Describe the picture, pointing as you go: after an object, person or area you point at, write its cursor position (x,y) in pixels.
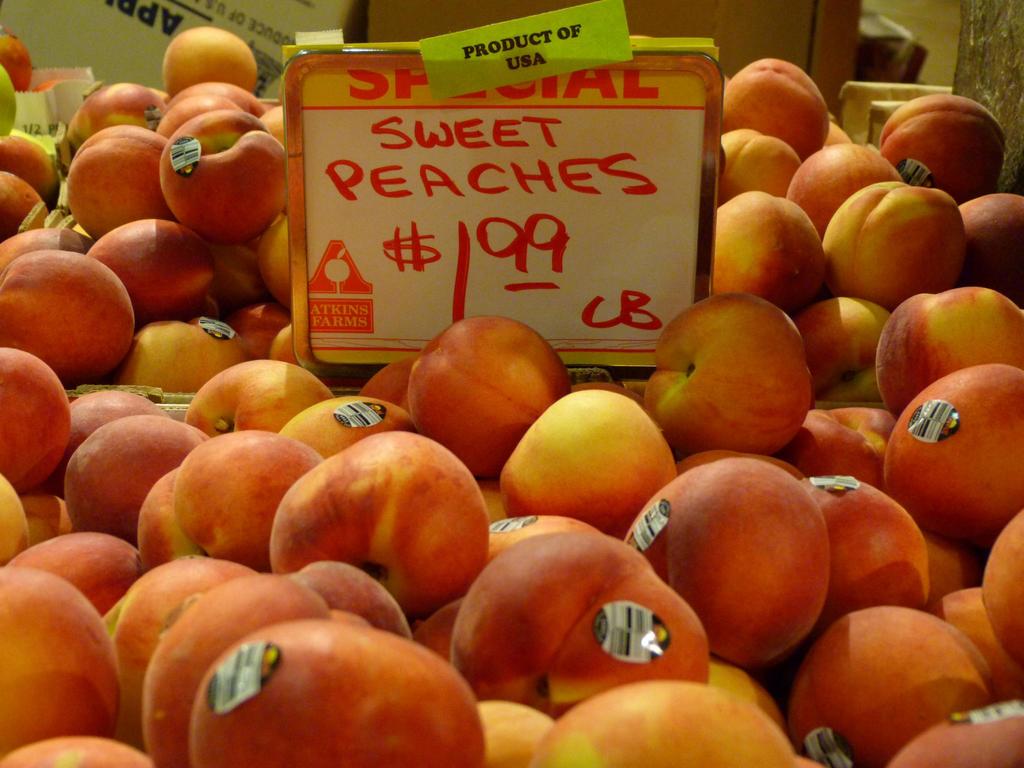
In this image we can see a board (512,99) with some text (578,177) placed on group of fruits (520,497) with labels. At the top of the image (919,54) we can see cardboard boxes (166,11) and some bags (42,94).
